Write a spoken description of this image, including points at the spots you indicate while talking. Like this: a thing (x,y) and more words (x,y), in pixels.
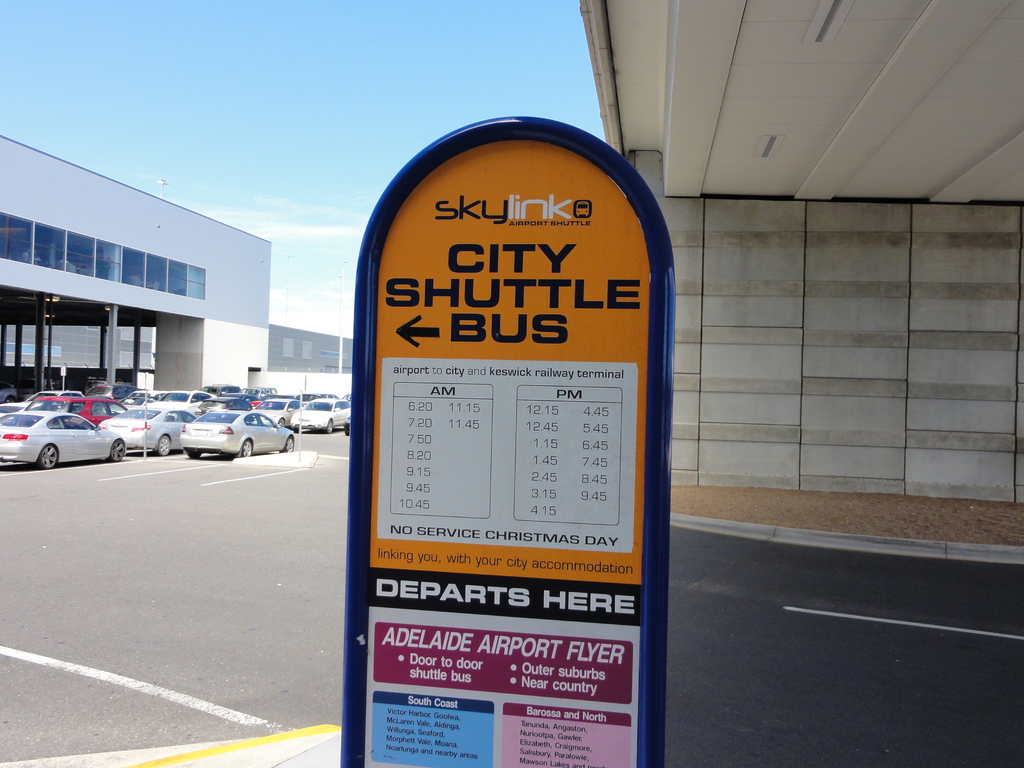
In this image in front (375,323) there is a directional board (564,239). On the right side of the image (841,299) there is a bridge (914,43). At the bottom of the image (207,567) there is a road (106,576) and there are cars (197,401) parked on the road (188,475). In the background of the image (97,293) there are buildings (219,296) and sky (312,317).
